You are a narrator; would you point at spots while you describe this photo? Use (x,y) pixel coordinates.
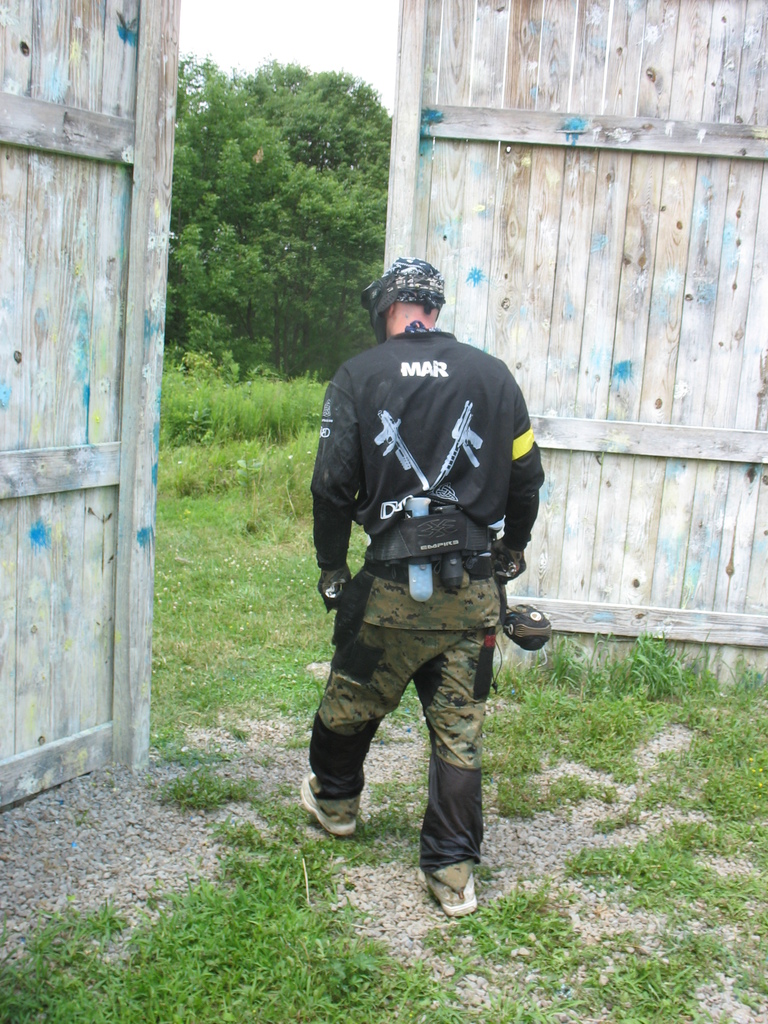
In this picture there is a man (481,376) walking and there is text (422,376) on the shirt (403,365) and there are wooden doors (541,356) and there are trees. At the top (343,57) there is sky (372,51). At the bottom (316,991) there are plants (295,426) and stones (134,818) on the ground (250,819).
